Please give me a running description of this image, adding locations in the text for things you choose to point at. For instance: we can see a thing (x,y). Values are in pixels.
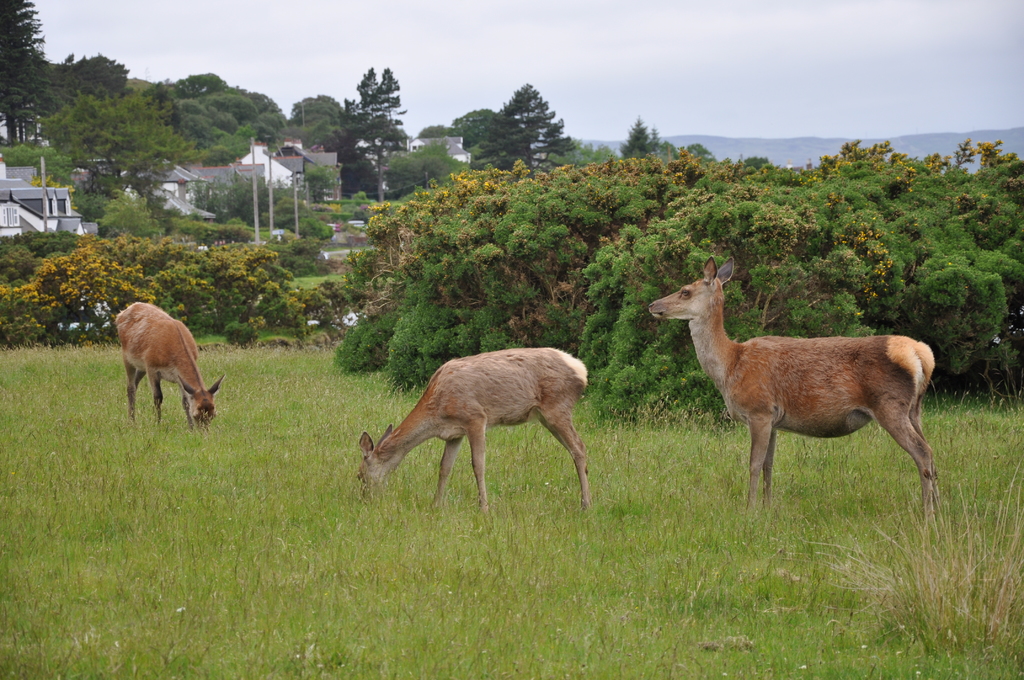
In this image we can see animals (163,343). At the bottom (274,626) there is grass (678,514). In the background (300,234) there are trees (273,136), buildings (265,161), poles (252,181) and sky (534,66) and we can see hills (900,144).
